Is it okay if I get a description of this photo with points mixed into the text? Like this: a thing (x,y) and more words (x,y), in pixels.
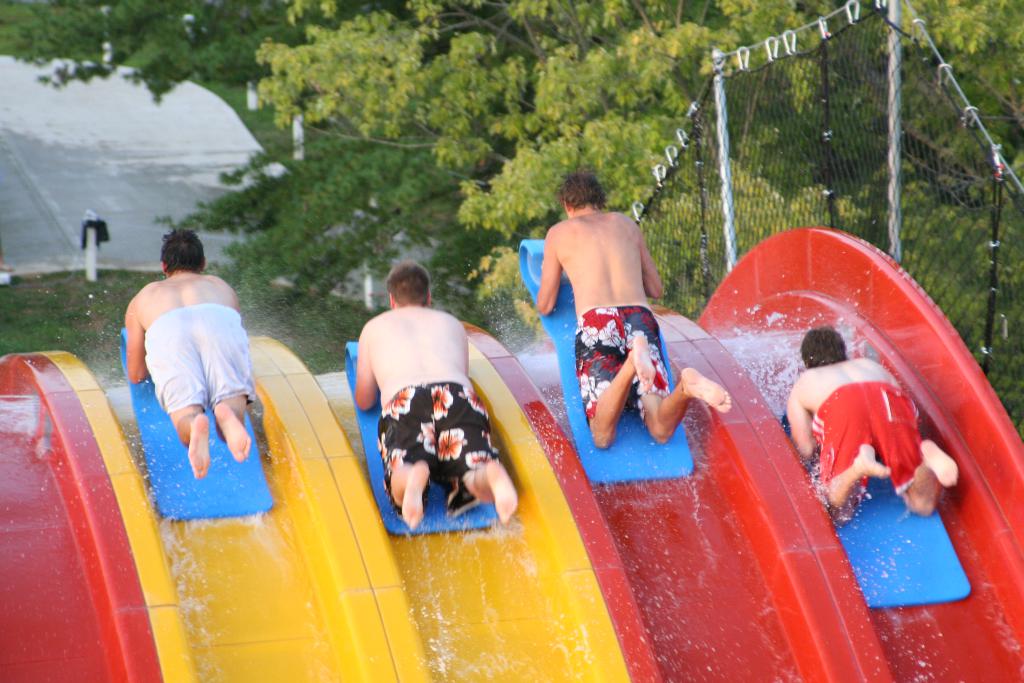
In this picture there are four persons (813,371) lying on a blue color object (573,380) which is on a water slide (298,391) and there are few trees (478,79) in the background (502,78).
